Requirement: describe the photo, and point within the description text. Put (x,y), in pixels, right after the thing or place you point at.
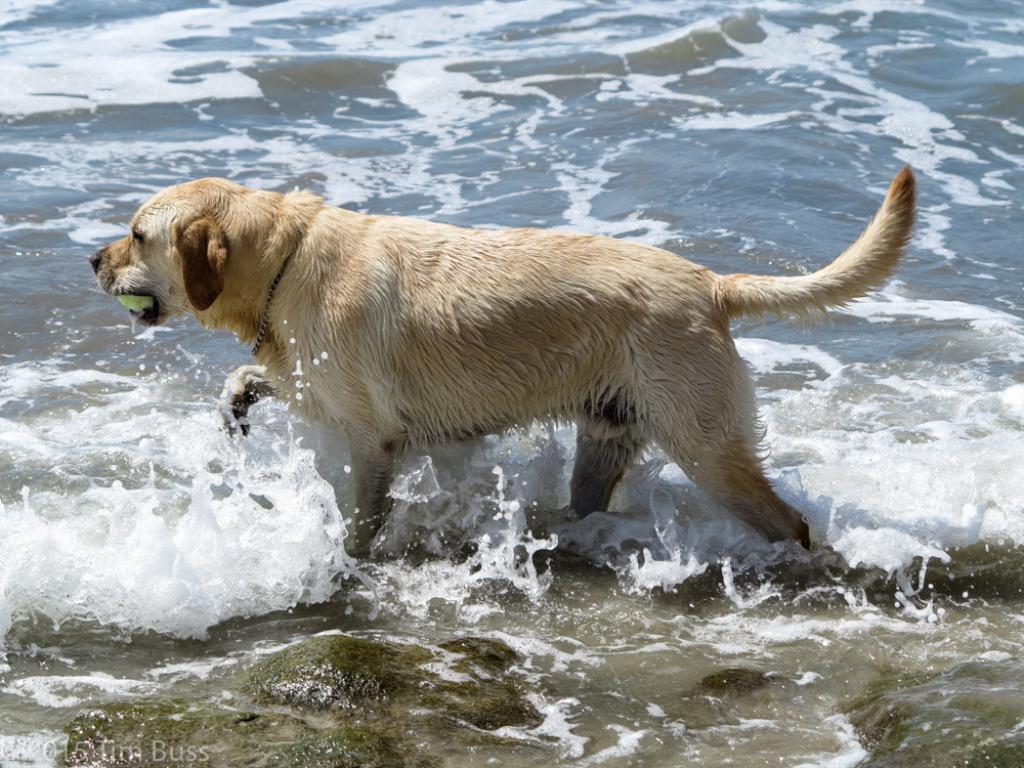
In this image we can see a dog (453,418) walking in the water (390,519) holding a ball (120,302) with its mouth (120,294). we can also see some stones (398,689).
